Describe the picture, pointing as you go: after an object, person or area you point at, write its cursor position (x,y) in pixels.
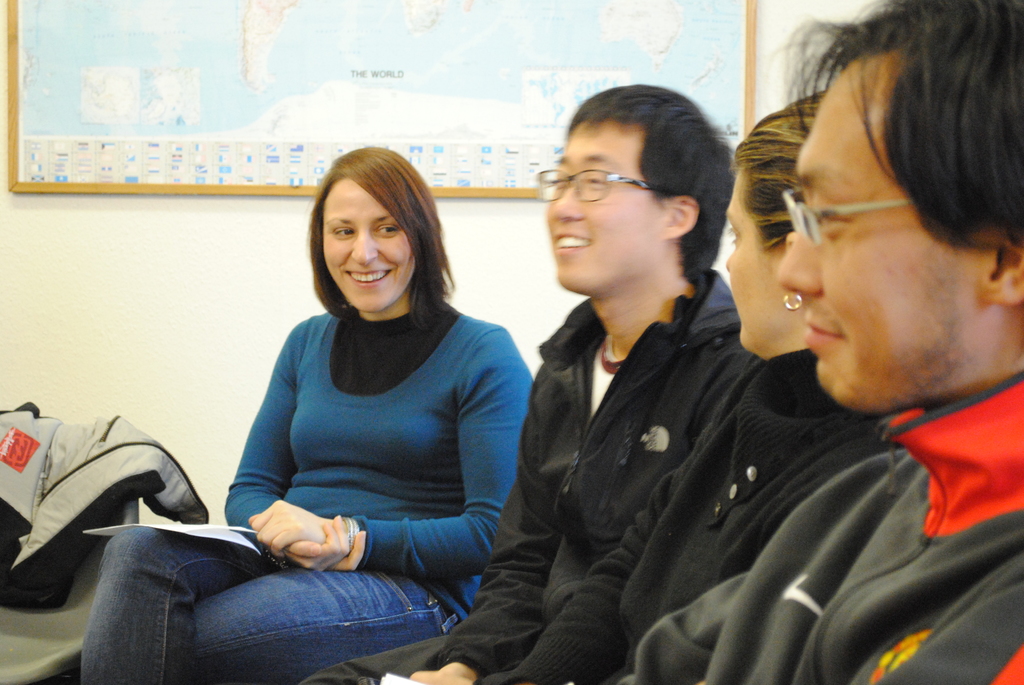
In this picture I can see few people (626,389) are sitting and also I can see a frame (314,83) to the wall (3,212).
